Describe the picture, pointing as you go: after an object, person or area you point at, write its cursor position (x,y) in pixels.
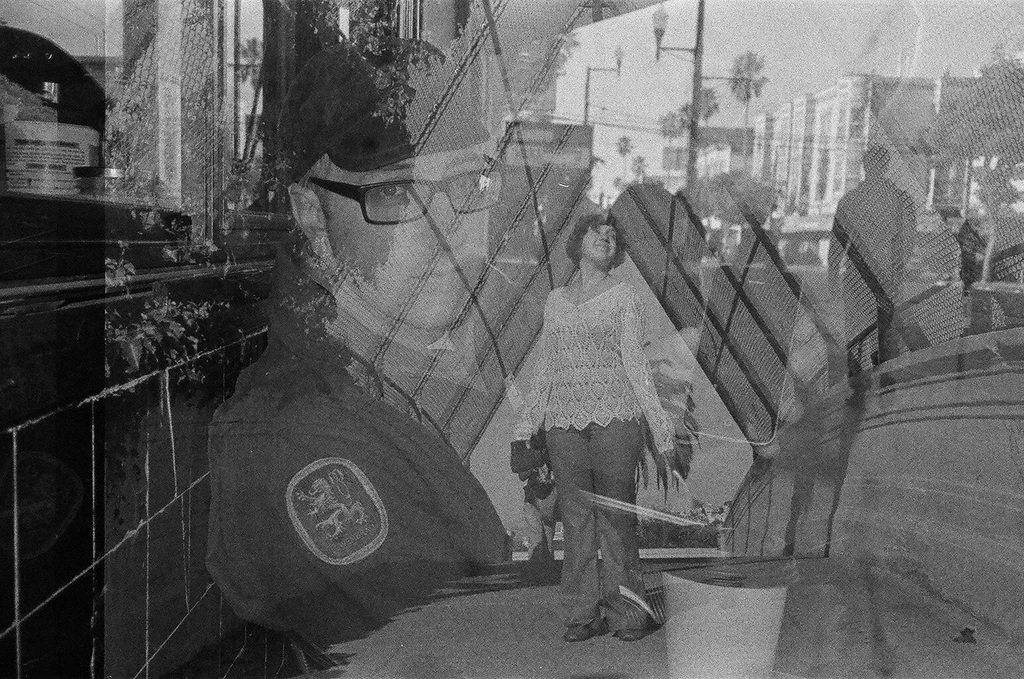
In this image I can see few people (561,369), poles (701,53), many trees (707,215) and the buildings (761,162). In the background (759,27) I can see the sky (720,54). I can see this is a black and white image.
